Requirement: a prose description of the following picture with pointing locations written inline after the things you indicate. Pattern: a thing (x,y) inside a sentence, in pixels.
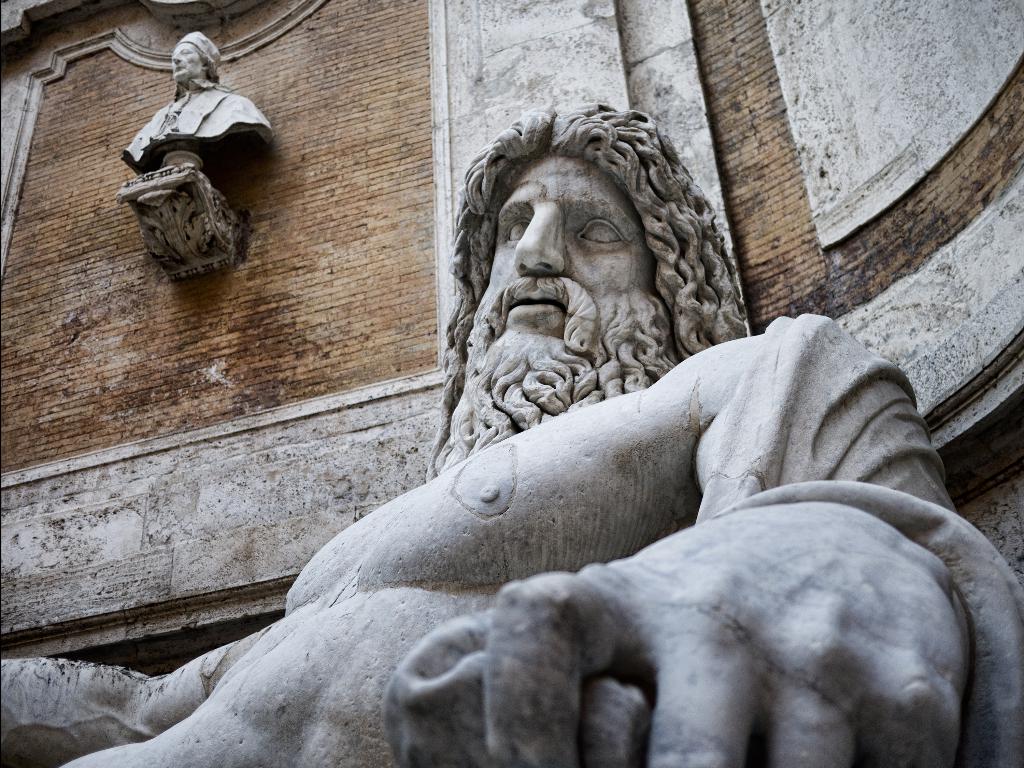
In this picture we can see there are statues (198,127) and wall (211,452).
